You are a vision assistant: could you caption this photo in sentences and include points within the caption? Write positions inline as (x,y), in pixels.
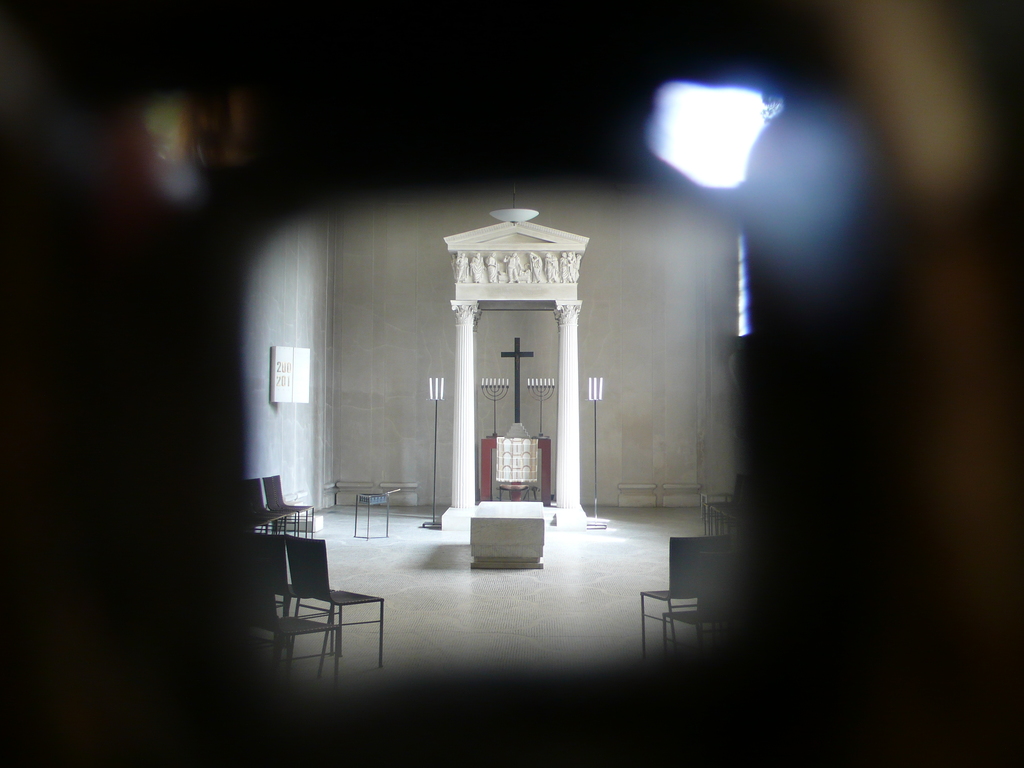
In this image, we can see an arch (466,469) and in the background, there are chairs (673,551) and lights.
